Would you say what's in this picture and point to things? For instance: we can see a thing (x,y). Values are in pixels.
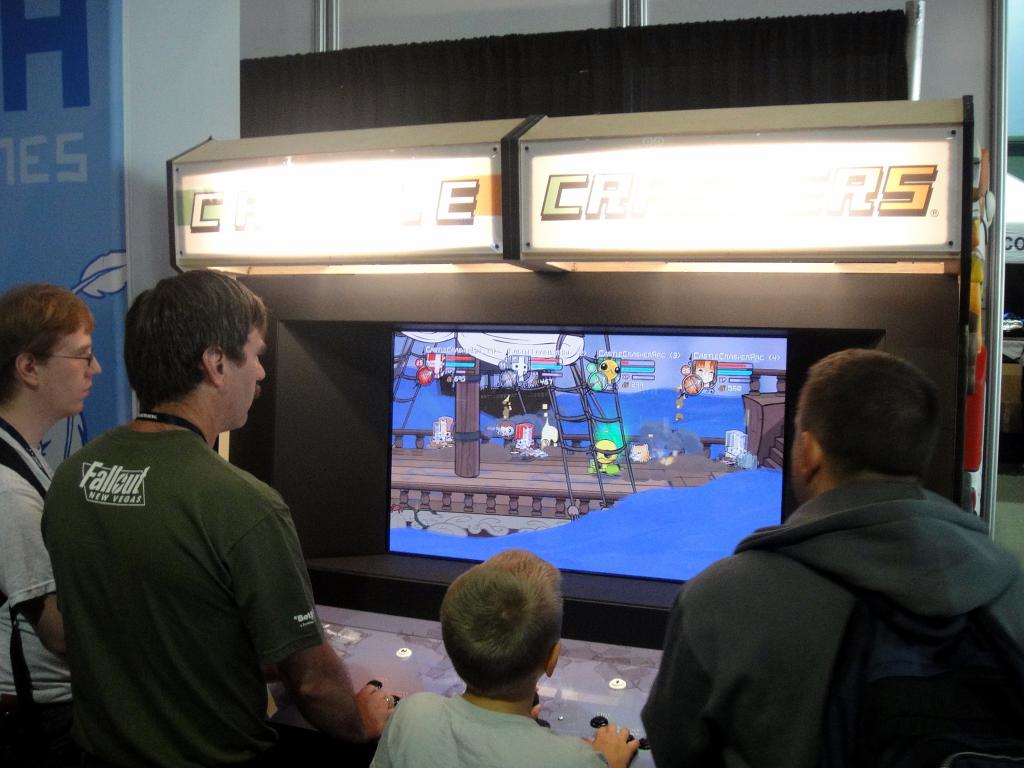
In this image we can see a boy (525,624) playing the video game (532,434). We can also see three men (174,327) standing and watching. In the background (493,67) there is a curtain (493,67) and also the blue color board (67,107) with text (72,16) attached to the pillar (199,38).
